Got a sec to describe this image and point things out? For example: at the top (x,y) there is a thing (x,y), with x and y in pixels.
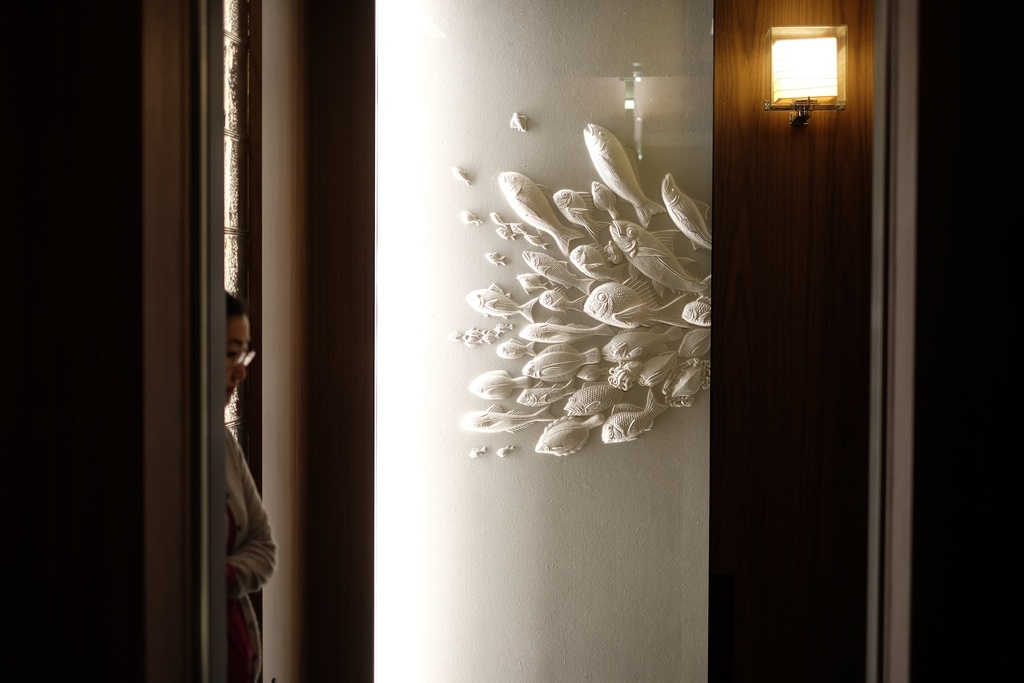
There is a woman (235,338) and she has spectacles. Here we can see a wall (542,69), light (825,96), and fishes (624,304).
